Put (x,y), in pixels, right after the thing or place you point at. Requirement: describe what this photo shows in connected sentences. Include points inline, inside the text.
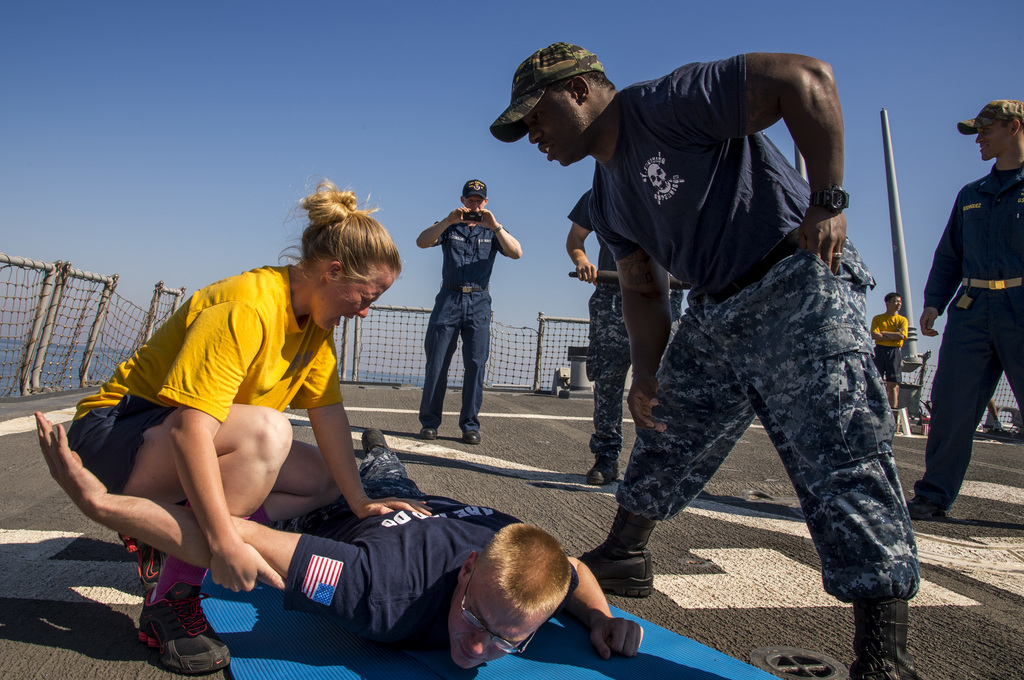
In this image we can see a person (383,564) fell on the mat (416,676) placed on the deck (739,598). We can see a woman (350,462) beside him. On the right side (707,411) we can see a person (647,416) standing and a person (472,283) taking picture in the cell phone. We can also see a fence (566,342), pole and the sky (518,297).
